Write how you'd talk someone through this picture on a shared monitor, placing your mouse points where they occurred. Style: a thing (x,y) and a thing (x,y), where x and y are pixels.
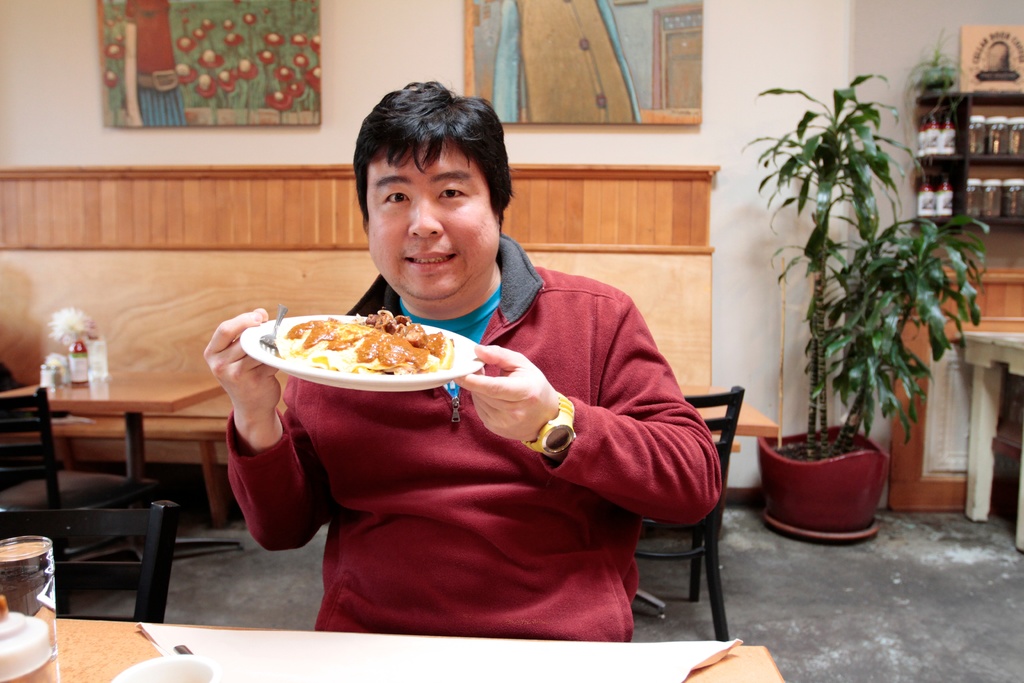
In the image we can see there is a man (479,315) who is sitting and in his hand (246,357) there is a plate (463,360) in which there is food item (326,345) and fork (274,344) and on table (214,670) there is a glass (44,568).
